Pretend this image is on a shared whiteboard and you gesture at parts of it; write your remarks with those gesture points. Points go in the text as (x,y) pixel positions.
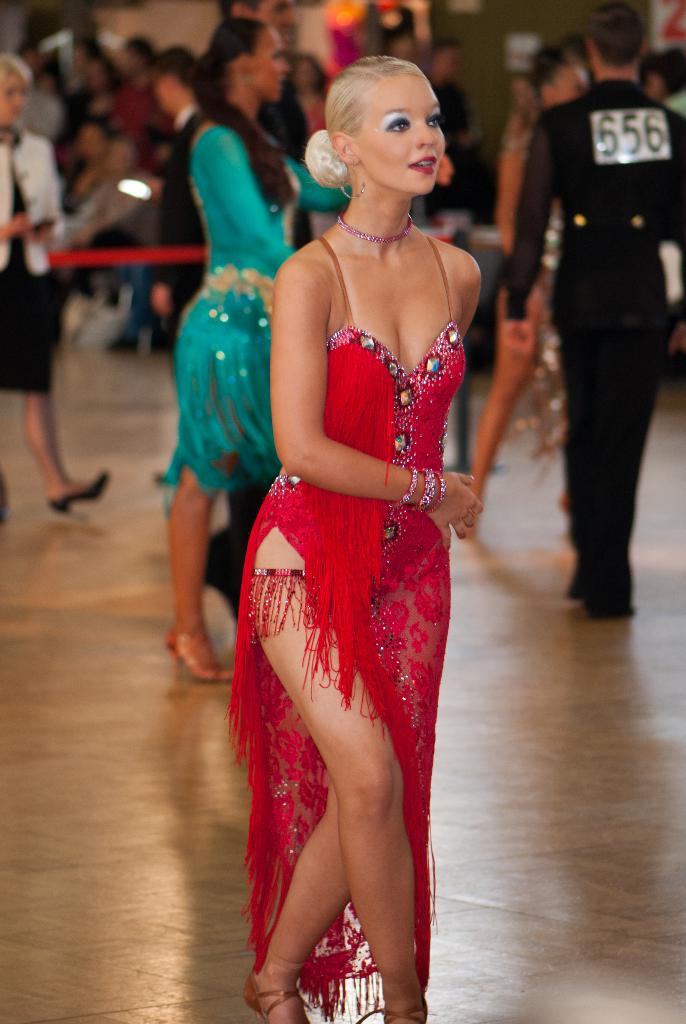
In the center of the image (333,519) we can see one woman (396,232) standing and she is smiling, which we can see on her face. And we can see she is in red color costume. In the background (483,130) there is a wall (507,40), one banner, caution tape (134,262), few people (158,269) are standing and a few other objects (609,123).
